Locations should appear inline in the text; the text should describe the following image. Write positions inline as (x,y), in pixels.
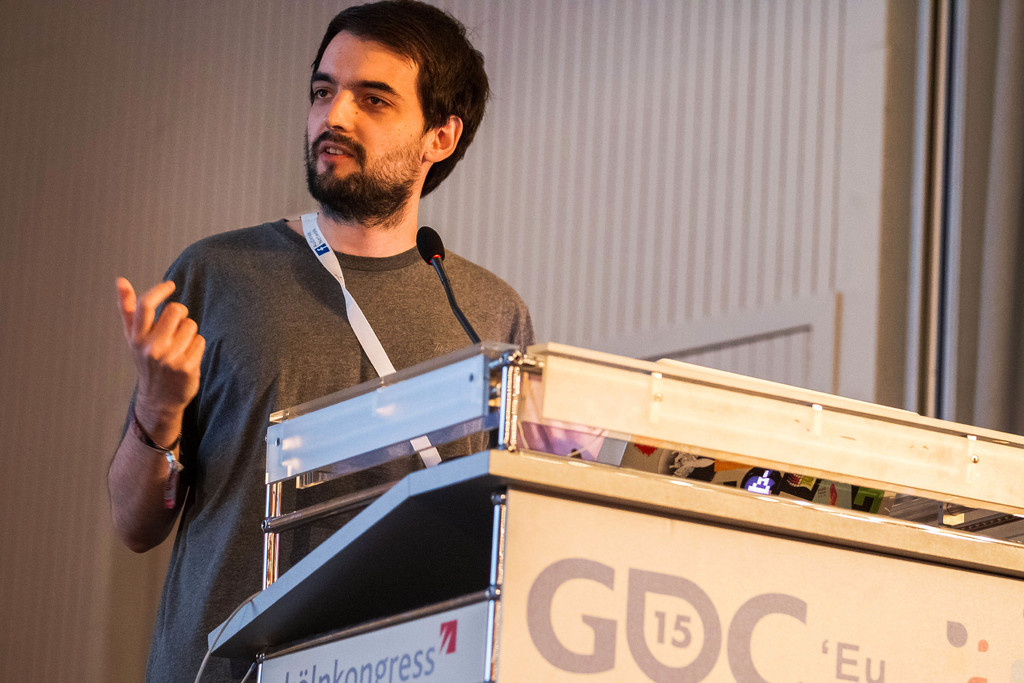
In the image there is a man (286,259) standing in front of the table (579,462) and he is giving the seminar, there is a mic (450,288) in front of the man (416,285) and he is wearing a tag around his shoulder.
